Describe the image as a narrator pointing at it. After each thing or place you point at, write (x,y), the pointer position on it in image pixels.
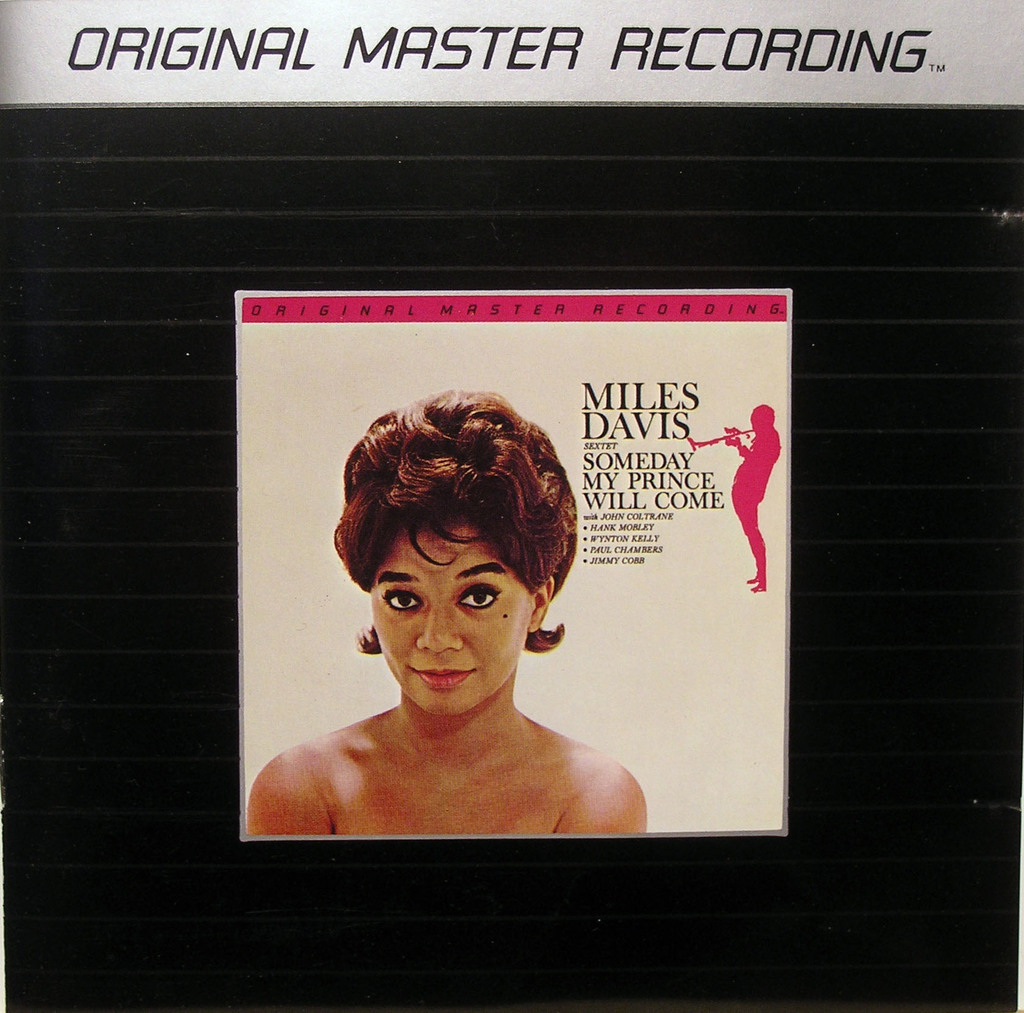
This image looks like an edited photo in which I can see a woman (486,679), text (630,553) and a person (742,508) holding a musical instrument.
